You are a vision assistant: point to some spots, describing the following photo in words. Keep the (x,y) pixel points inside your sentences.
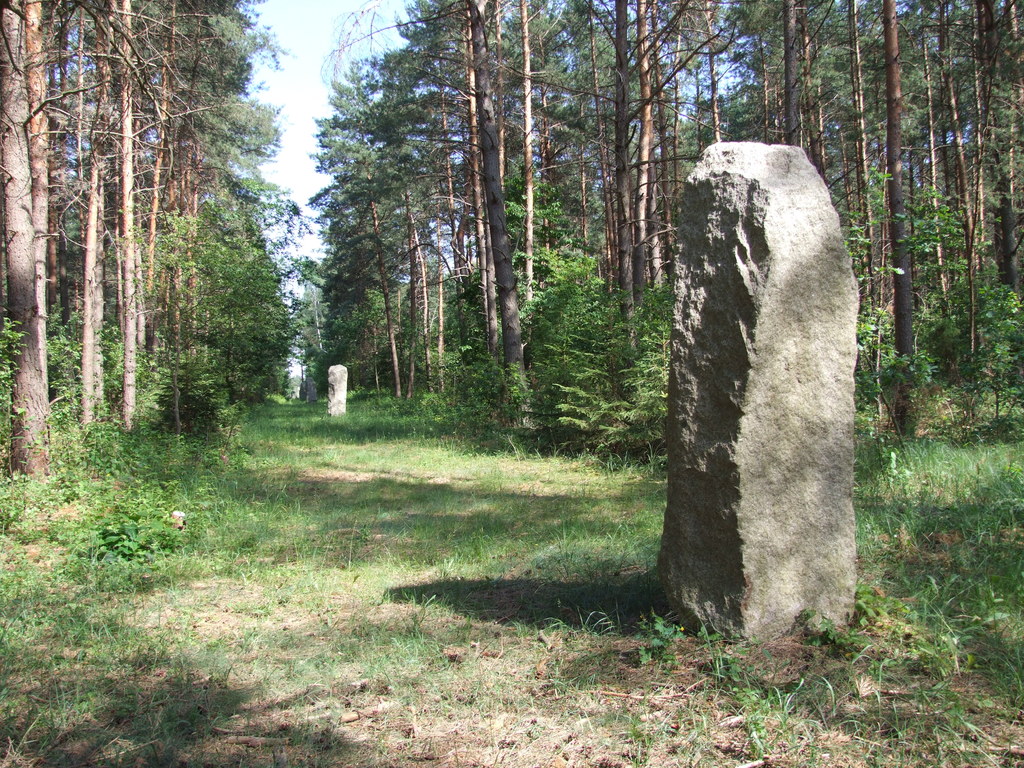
In this image we can see some trees (411,391), plants (407,392) and grass (980,687) on the ground (701,721) and we can see two stones (713,246) and at the top (718,68) we can see the sky (335,19).
